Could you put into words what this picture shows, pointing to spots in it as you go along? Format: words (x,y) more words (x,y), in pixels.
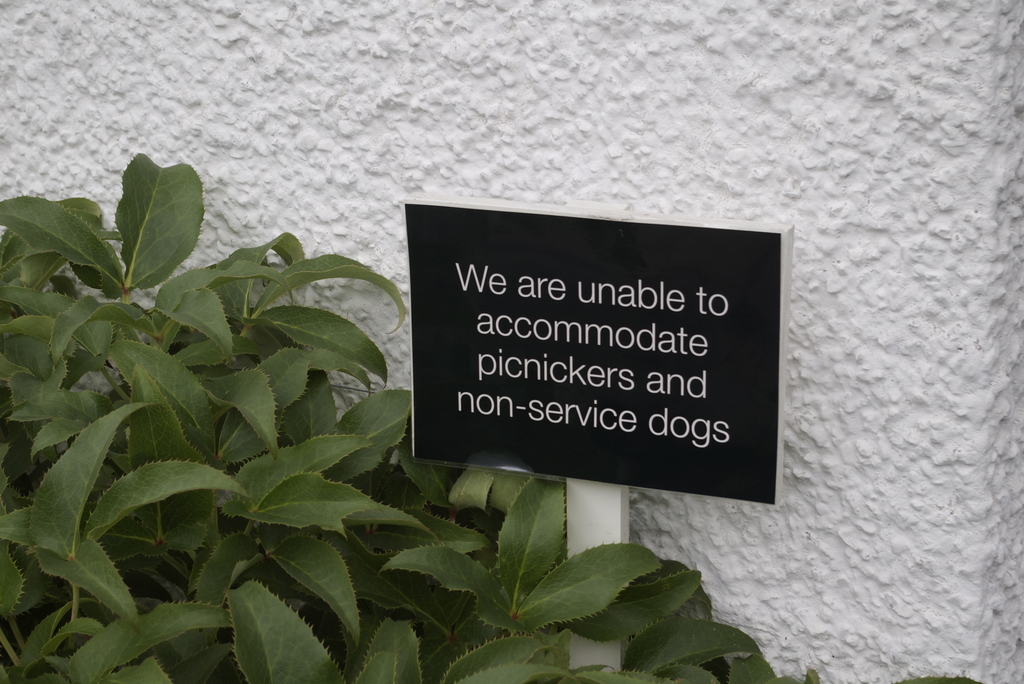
In this image I can see a board (568,388) with some text (562,342) written on it. On the left side (295,424) I can see the leaves (248,547). In the background (434,144), I can see the wall (700,107).
